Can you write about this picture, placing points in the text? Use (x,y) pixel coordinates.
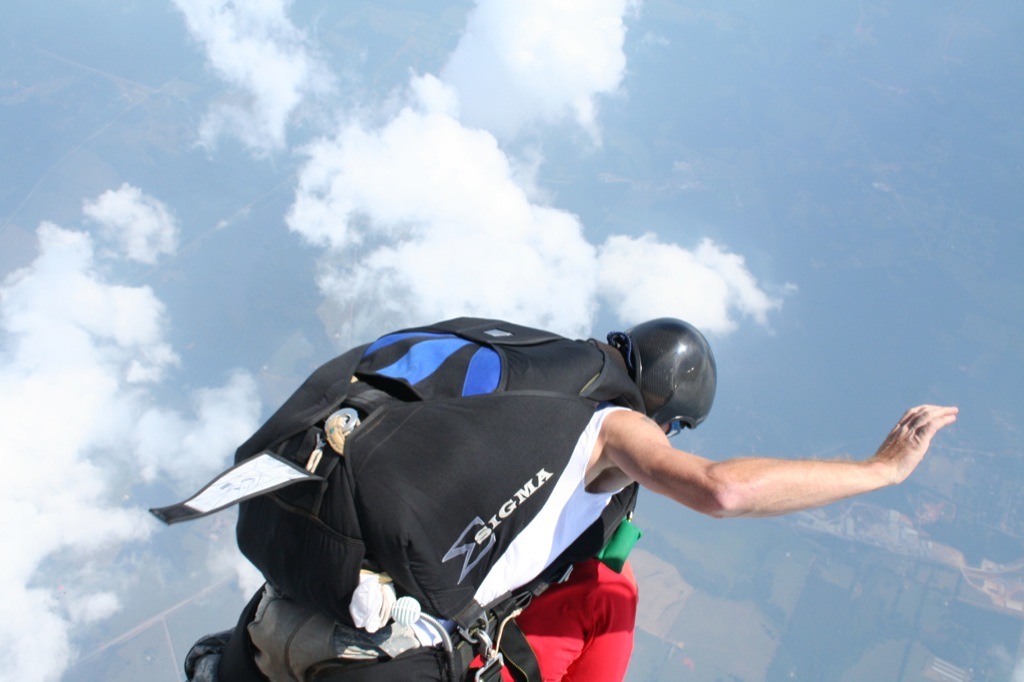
In this image I can see a person (569,662) skydiving, wearing a bag (629,382) and there are clouds (479,196) in the sky (317,232).
